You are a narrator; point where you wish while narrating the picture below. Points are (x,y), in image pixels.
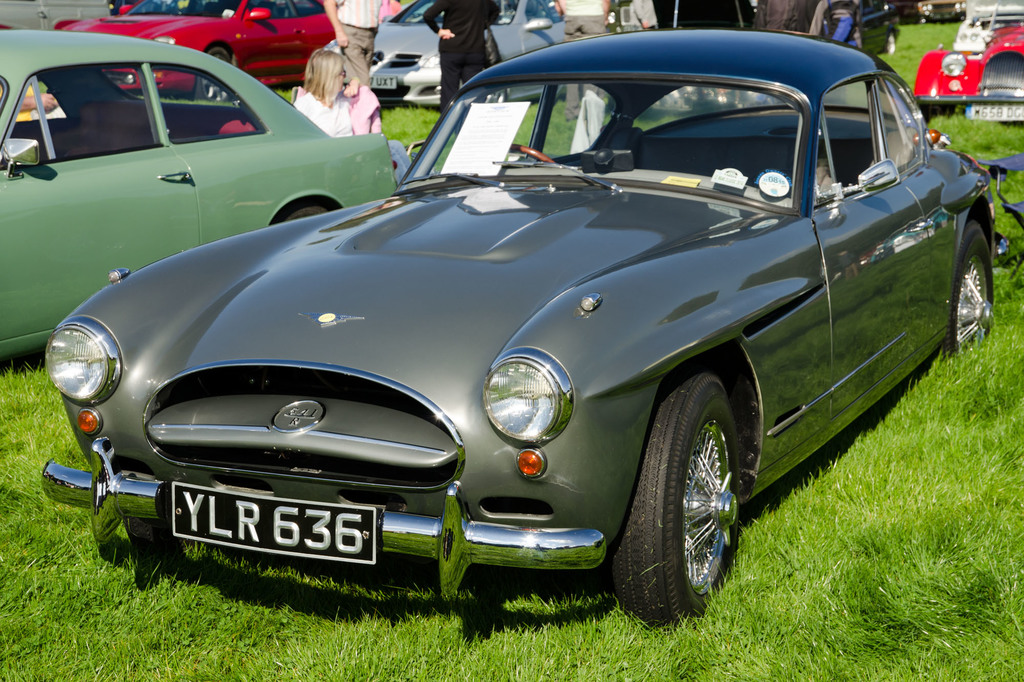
This picture is clicked outside. In the foreground (149,611) we can see the green grass (900,456) and there are some vehicles (499,208) parked on the ground (913,462). In the background (360,71) we can see the group of persons (354,52).
